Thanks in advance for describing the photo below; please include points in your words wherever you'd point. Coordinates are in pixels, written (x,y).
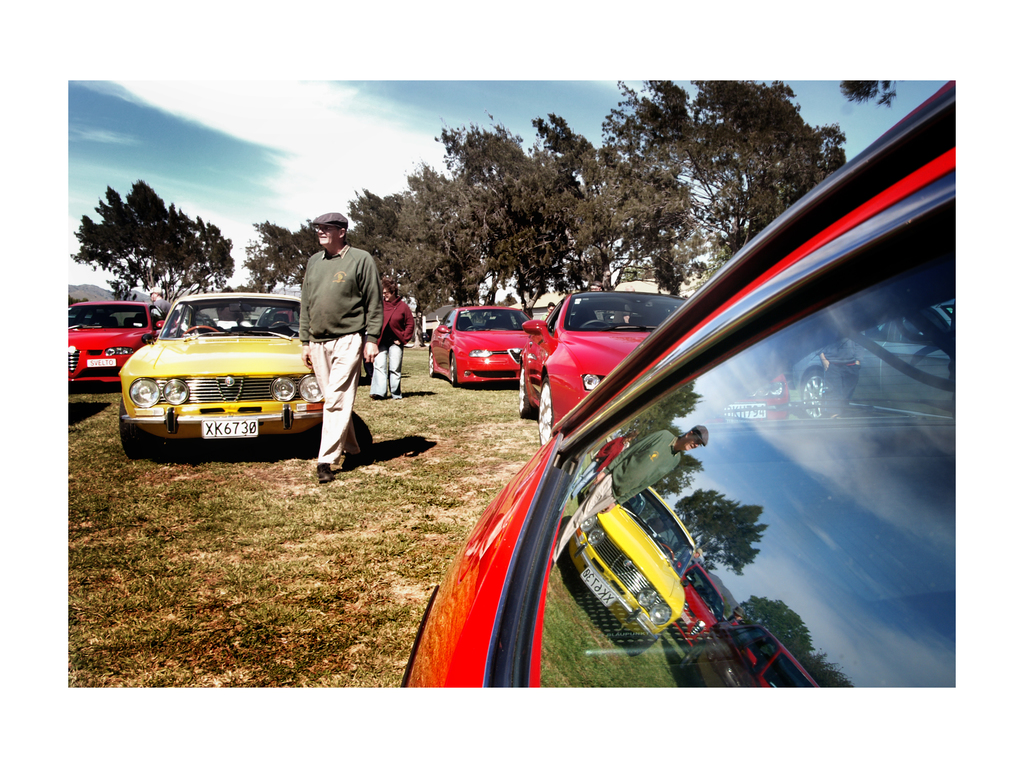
In this picture there are different types and different colors of cars (550,336) on the grass (310,591). There are two persons (324,408) walking on the grass (427,392). At the back (523,296) there is a building (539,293) and there are trees (552,257). At the top (558,102) there is sky (498,117) and there are clouds (329,158). At the bottom (291,563) there is grass (255,662).
